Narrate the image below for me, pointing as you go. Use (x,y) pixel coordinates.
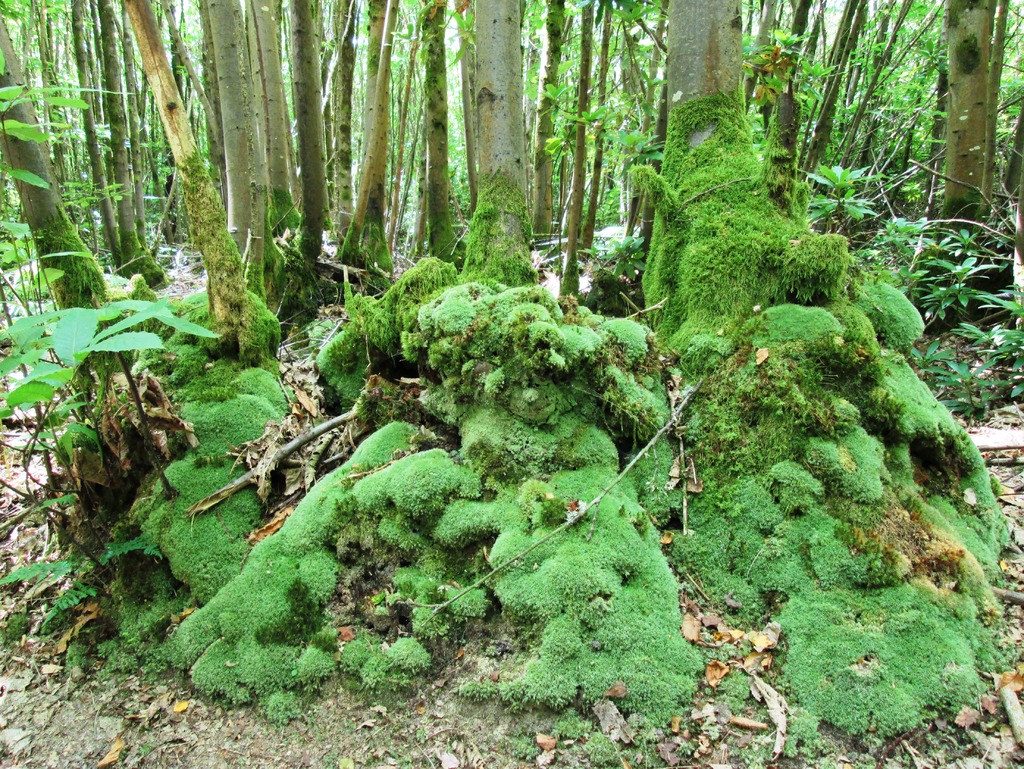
This picture might be taken from forest (279,189). In this image, we can see trees (54,203), at the bottom (926,589), we can see grass (861,599) and land (516,732) with some stones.
